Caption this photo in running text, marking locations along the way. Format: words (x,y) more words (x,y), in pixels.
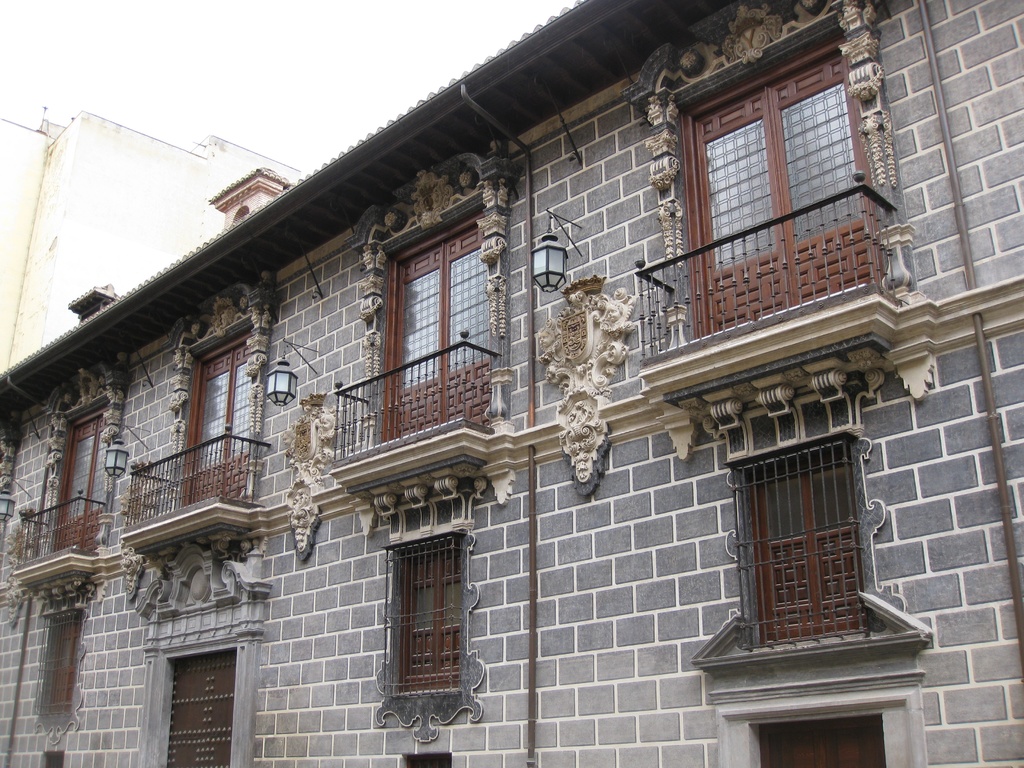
In the image there is a building (386,536), it has total four doors (443,306) with a balcony (640,328) in front of each door (815,257) and there are three windows (847,542). The roof (325,176) of the building (788,43) is made up of tiles (326,169).
